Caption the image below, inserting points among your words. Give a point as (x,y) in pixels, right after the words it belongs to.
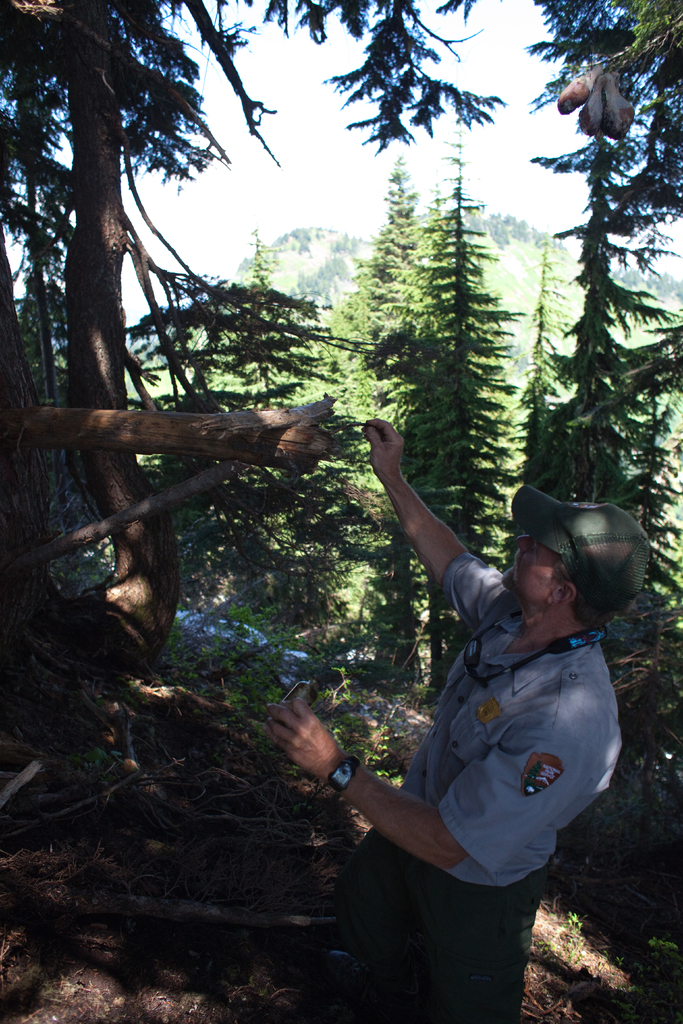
In this picture there is a man (519,503) on the right side of the image (555,767) and there is greenery (668,354) in the image.
